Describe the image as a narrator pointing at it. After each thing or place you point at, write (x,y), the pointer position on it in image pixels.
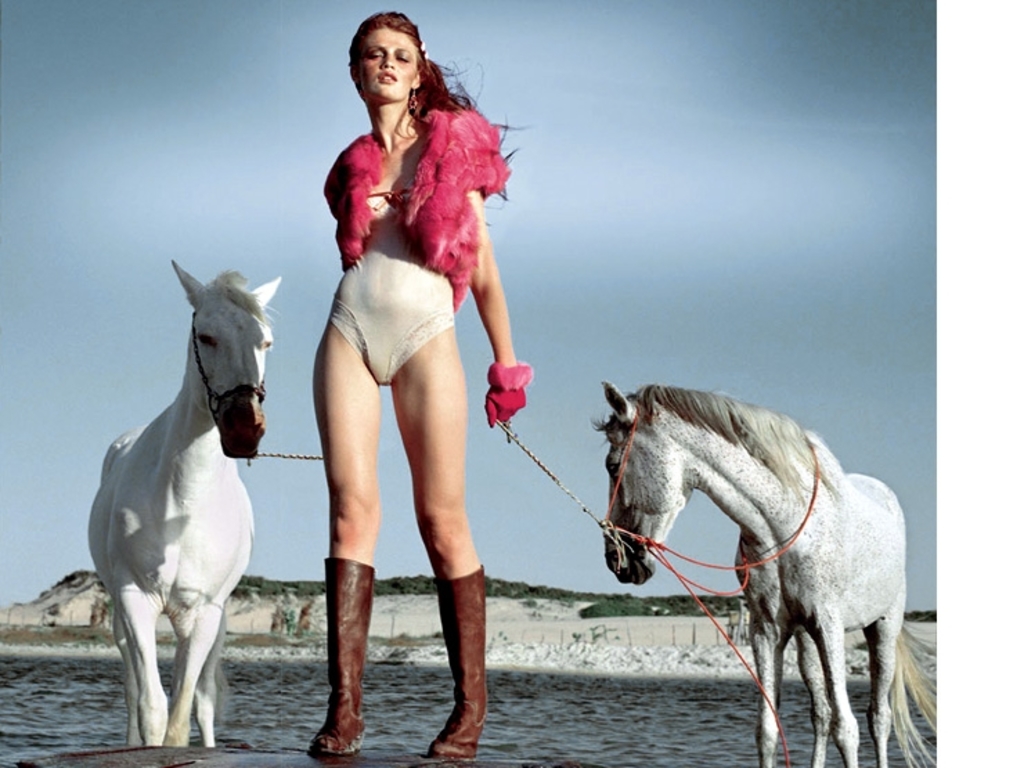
This image is taken in outdoors. In the middle of the image (511,372) a girl (341,742) is standing wearing boots (480,644) and shrug (446,226). In the right side of the image (708,414) there is a horse (920,741) tied with rope (655,545). In the left side of the image (201,674) a horse (156,674) is standing. At the bottom of the image (14,709) there is a water (280,683). At the background (437,42) there is a sky (133,301) and a mountains (282,598).
